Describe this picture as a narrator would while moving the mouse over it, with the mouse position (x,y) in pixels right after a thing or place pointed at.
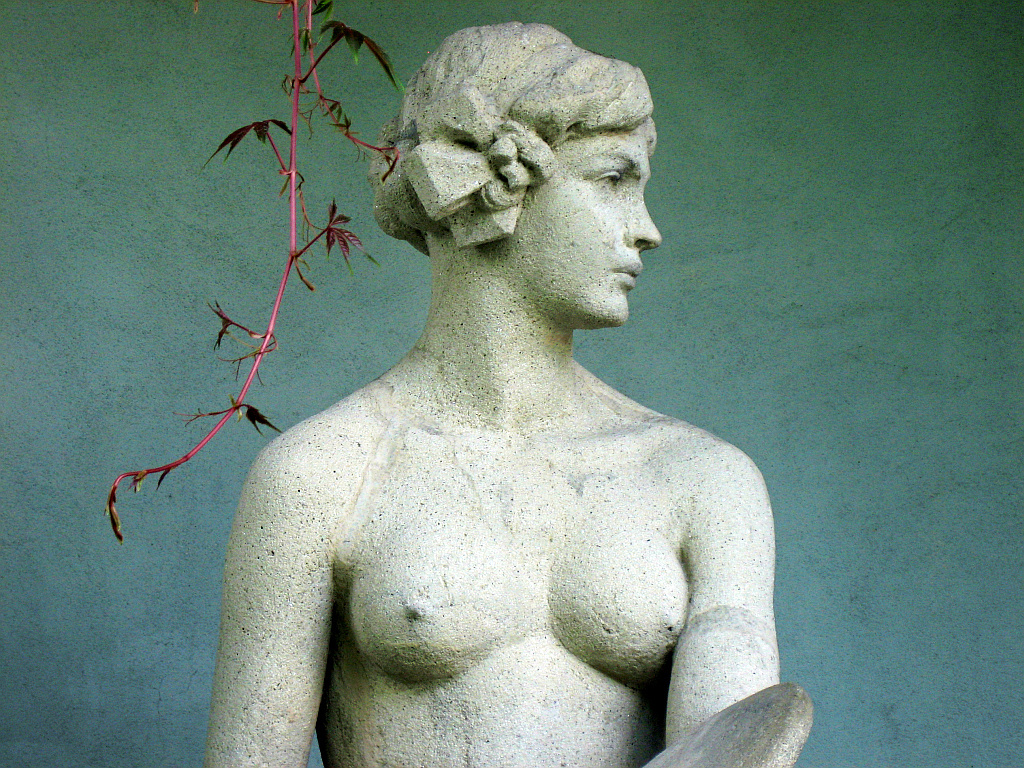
In the center of the image (440,319) we can see a sculpture (522,641). At the top (298,100) there is a stem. In the background (810,468) we can see a wall (846,529).
